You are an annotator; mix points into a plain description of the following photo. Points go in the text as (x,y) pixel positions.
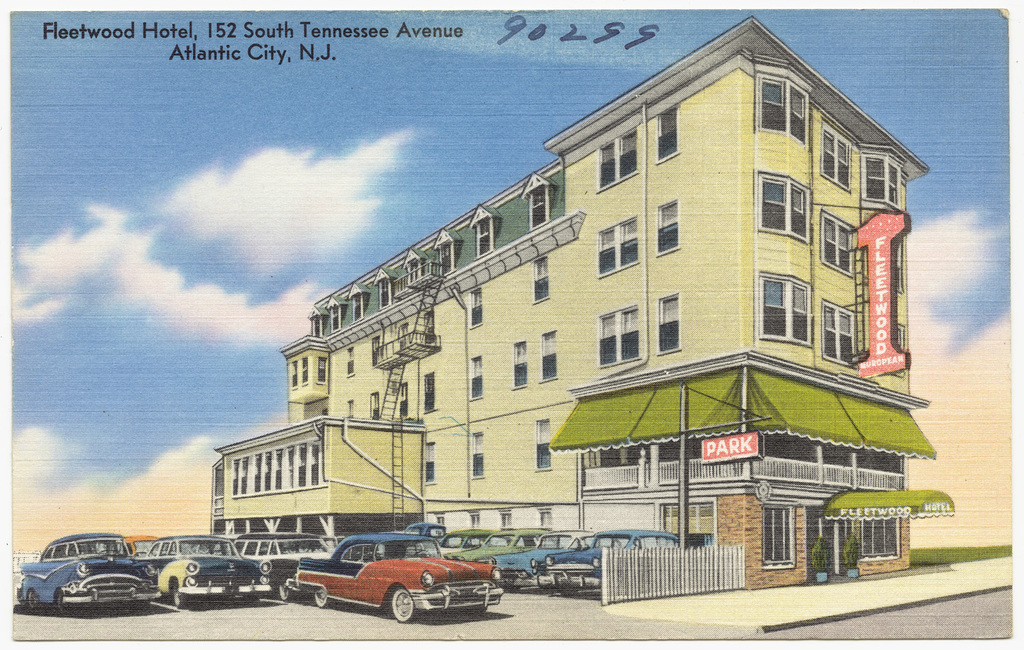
In this picture I can see a cartoon image of a building (662,246) and few cars (327,554) parked and I can see couple of boards (724,445) with some text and a cloudy sky (178,236). I can see text (282,53) at the top left corner of the picture (295,50).
